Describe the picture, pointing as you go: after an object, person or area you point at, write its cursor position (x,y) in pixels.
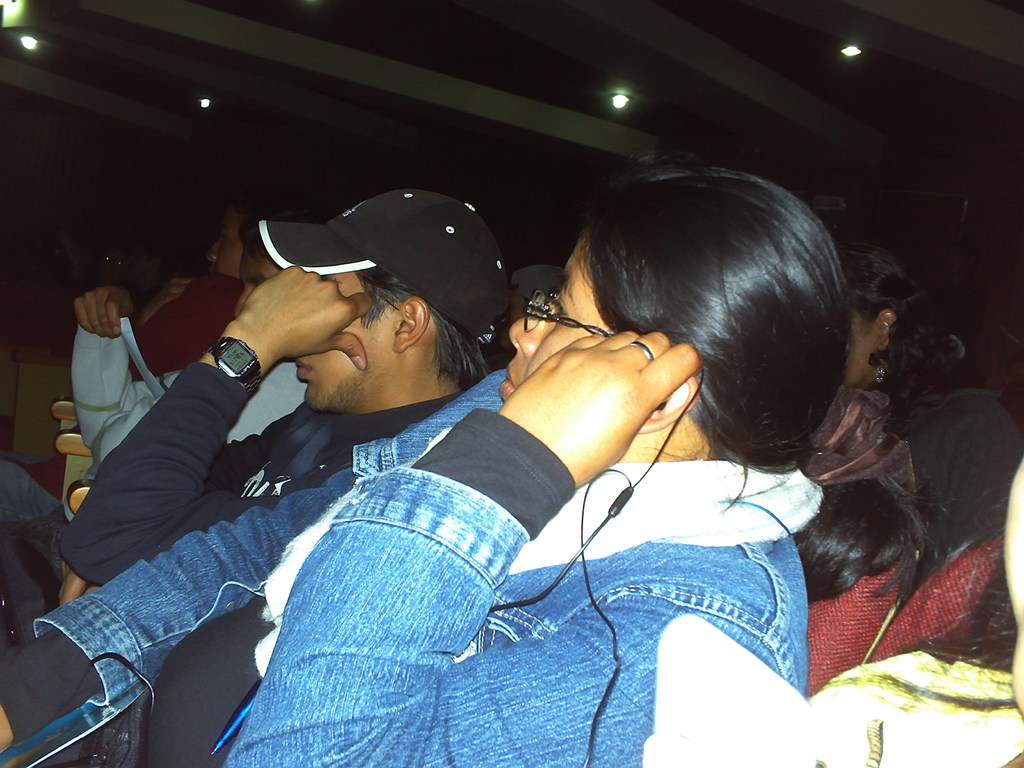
In the foreground of the image (466,669) we can see this person (431,720) wearing a jean jacket (444,642) and spectacles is holding earphones (581,551) and sitting on the chair (875,602). Here we can see a few more people (822,725) sitting on the chairs (923,606) and the background of the image is dark where we can see the ceiling lights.
